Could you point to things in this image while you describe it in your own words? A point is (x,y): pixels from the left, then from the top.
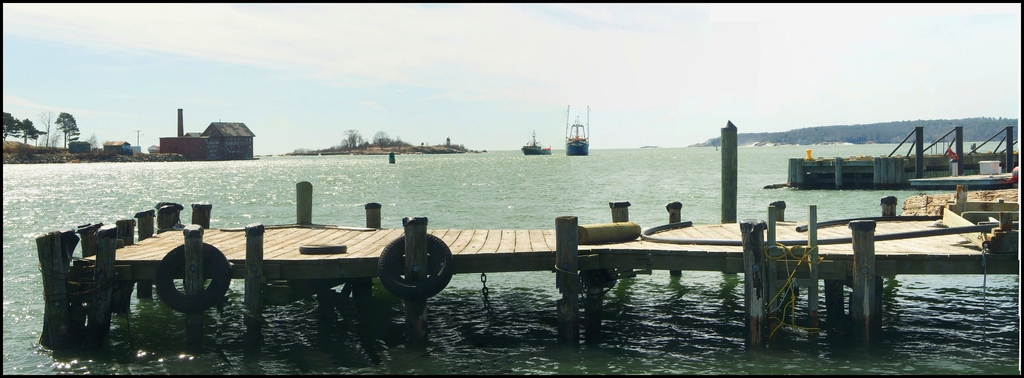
In this picture we can see water (554,362) at the bottom (532,343), there is a bridge (892,254) in the middle (517,250), we can see two boats (569,150) in the water (556,151), on the left side (222,140) there are houses (237,140) and trees (357,138), we can see tyres (175,257) in the front (431,250), on the right side (887,237) there is a pipe (878,239), we can see the sky (478,75) at the top of the picture (385,58).
